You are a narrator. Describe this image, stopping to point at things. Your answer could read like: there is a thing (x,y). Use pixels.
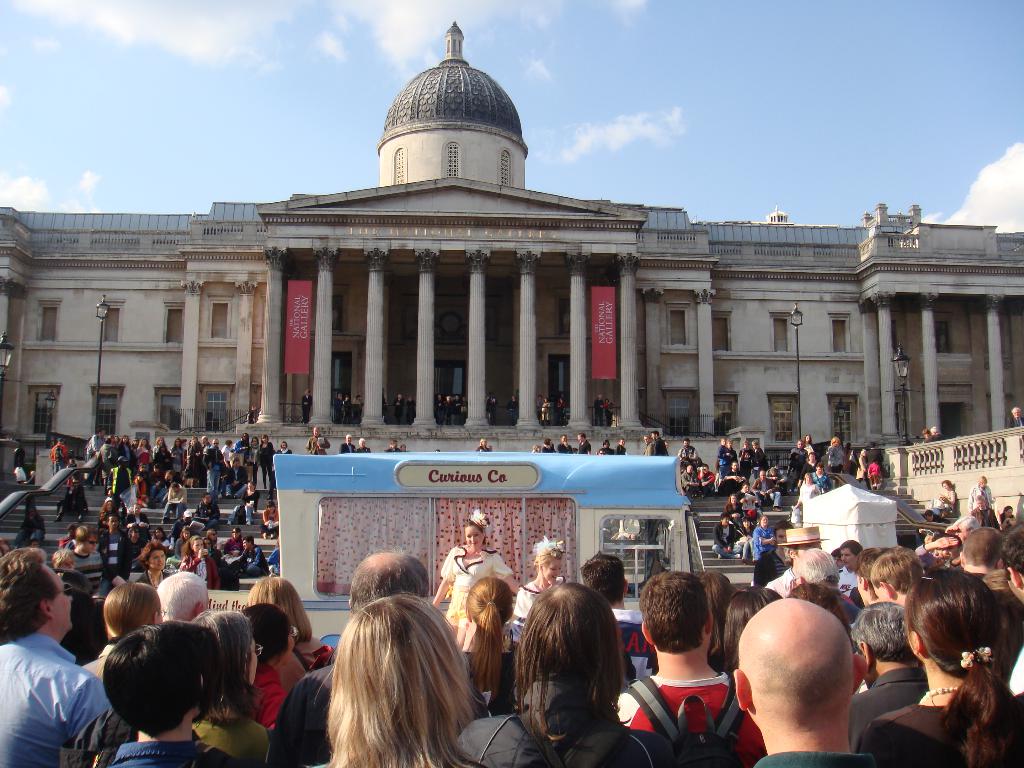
In the center of the image (451,326) there is a building (557,291). At the bottom (304,521) there is a vehicle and we can see crowd (594,578). In the background (612,126) there is sky (254,90). We can see poles (901,390).
